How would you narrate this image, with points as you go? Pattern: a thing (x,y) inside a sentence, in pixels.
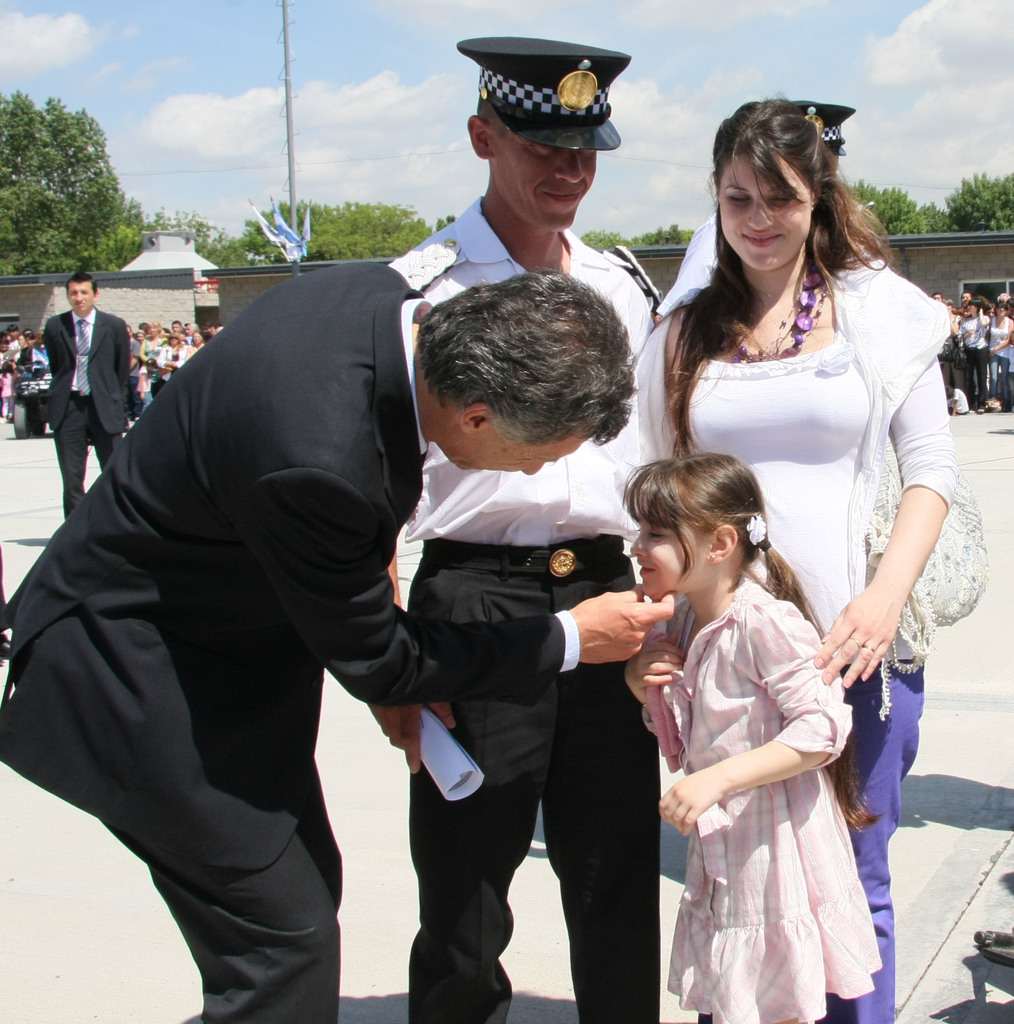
In this picture we can see two men (580,509), woman (756,178) and a girl (656,660) standing on the ground (40,843) and smiling and in the background (178,340) we can see a group of people (108,358), pole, trees (974,204), sky (254,129) with clouds (275,181).
